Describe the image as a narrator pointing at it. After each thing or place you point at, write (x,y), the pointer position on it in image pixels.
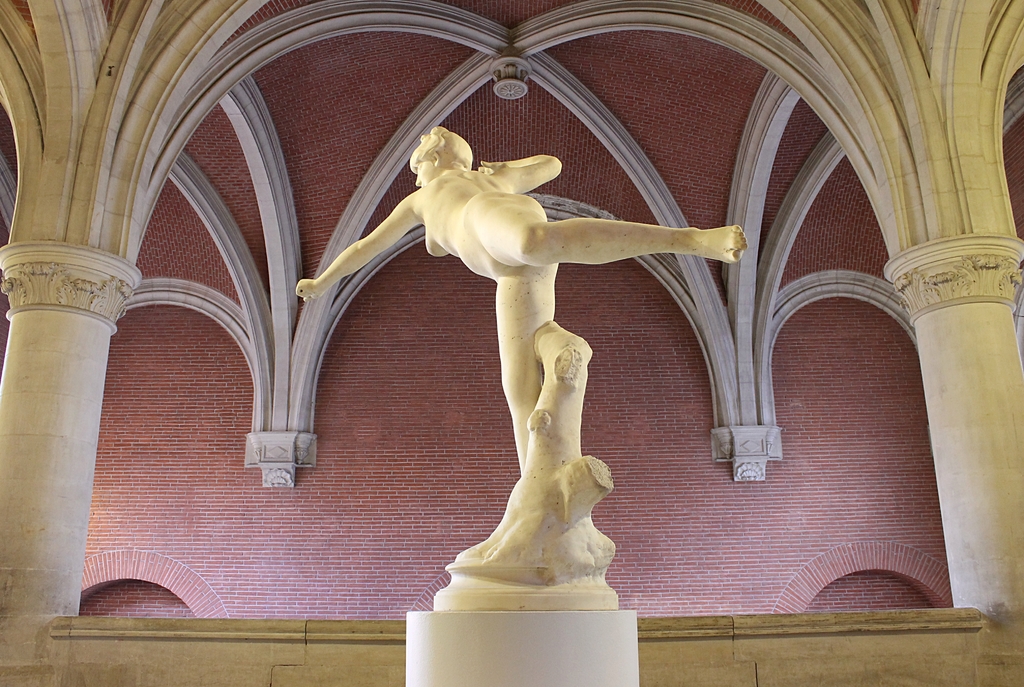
In this image there is one monument (558,492) in middle of this image (611,252) which is in white color and there are two pillars (951,310) one is at right side of this image (958,296) and one is at left side of this image (69,287), and there is a wall (714,420) in the background (621,417).
